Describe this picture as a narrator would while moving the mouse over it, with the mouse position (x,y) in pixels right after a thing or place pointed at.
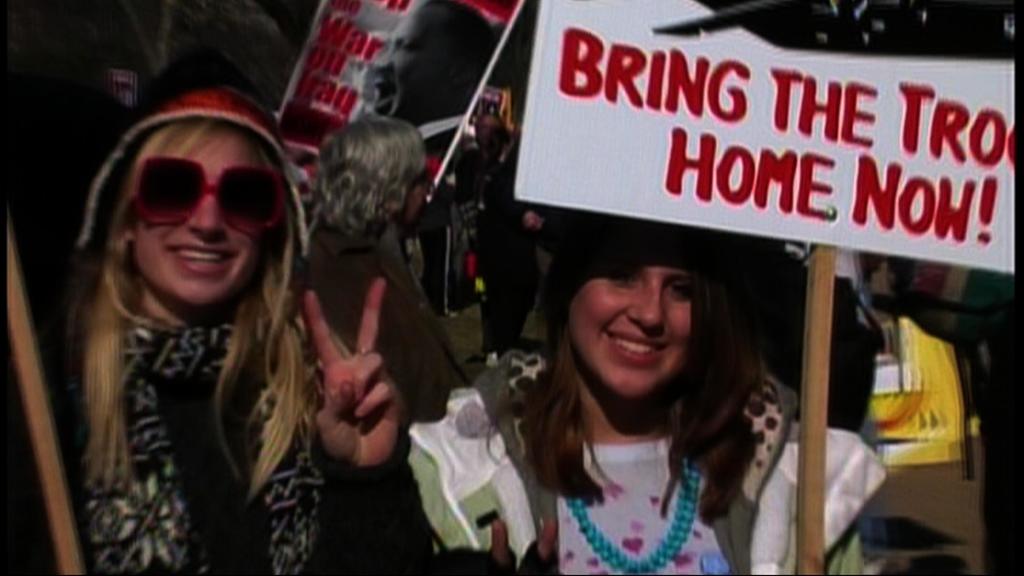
In the foreground of this image (335,487), there are two women (637,520) standing and holding placards (686,104) in their hands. In the background (386,172), there are people (464,191) holding placards (443,132).
